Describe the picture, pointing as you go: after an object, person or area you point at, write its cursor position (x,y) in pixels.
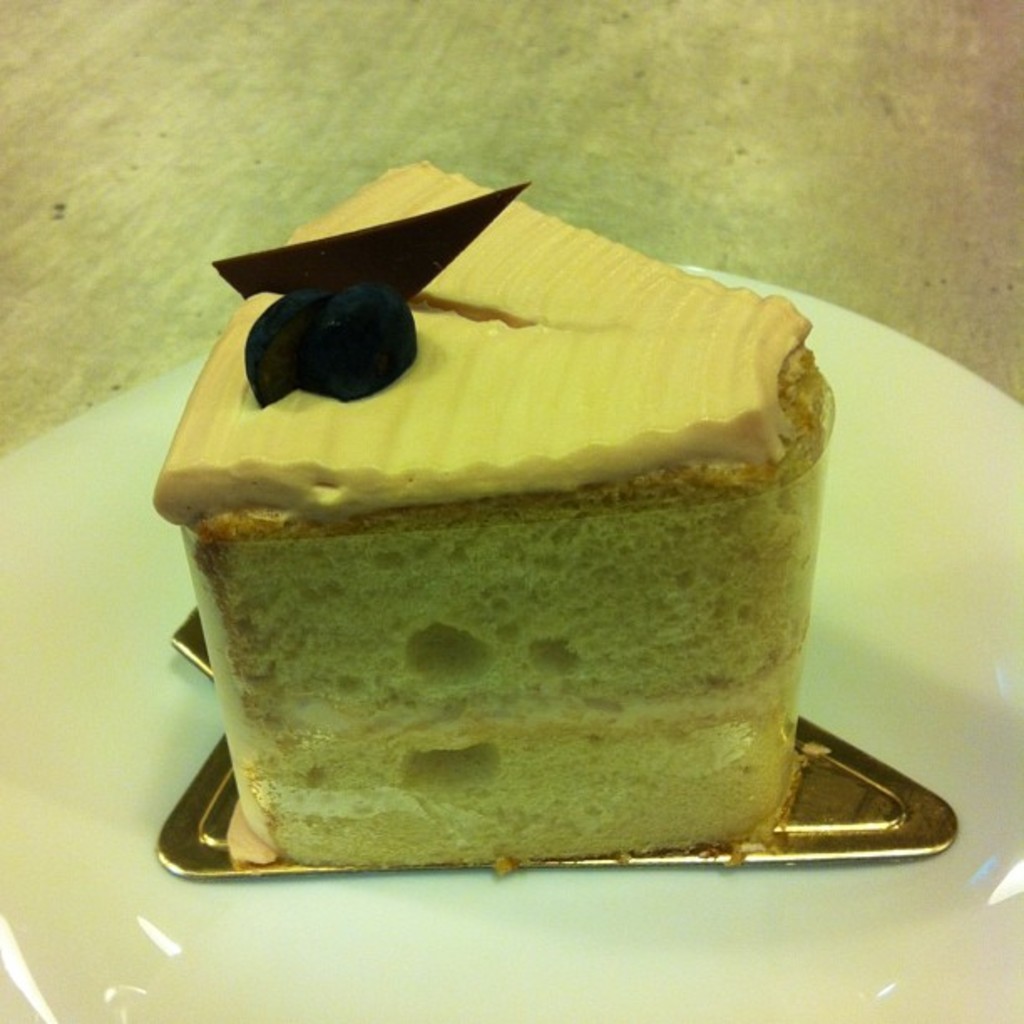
This image consists of a piece of cake (432,492) which is on the plate (28,937) in the center (400,604).
